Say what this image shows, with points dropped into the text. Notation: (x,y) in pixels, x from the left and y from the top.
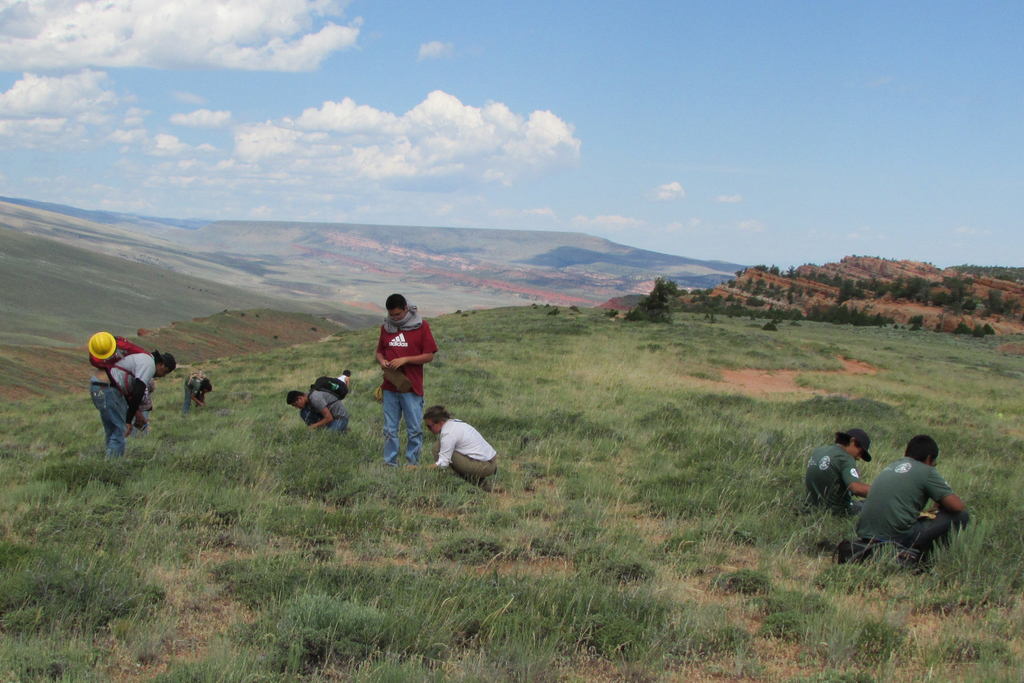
In the background (858,106) we can see the clouds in the sky (829,107). In this picture we can see the hills (22,249) and the thicket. In this picture we can see the people (872,520) and few are in a squat position. A man (403,317) is standing and another person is carrying yellow helmet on backpack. On the right side of the picture (973,294) we can see the trees (993,296). At the bottom portion of the picture (522,613) we can see the green grass (407,617).
